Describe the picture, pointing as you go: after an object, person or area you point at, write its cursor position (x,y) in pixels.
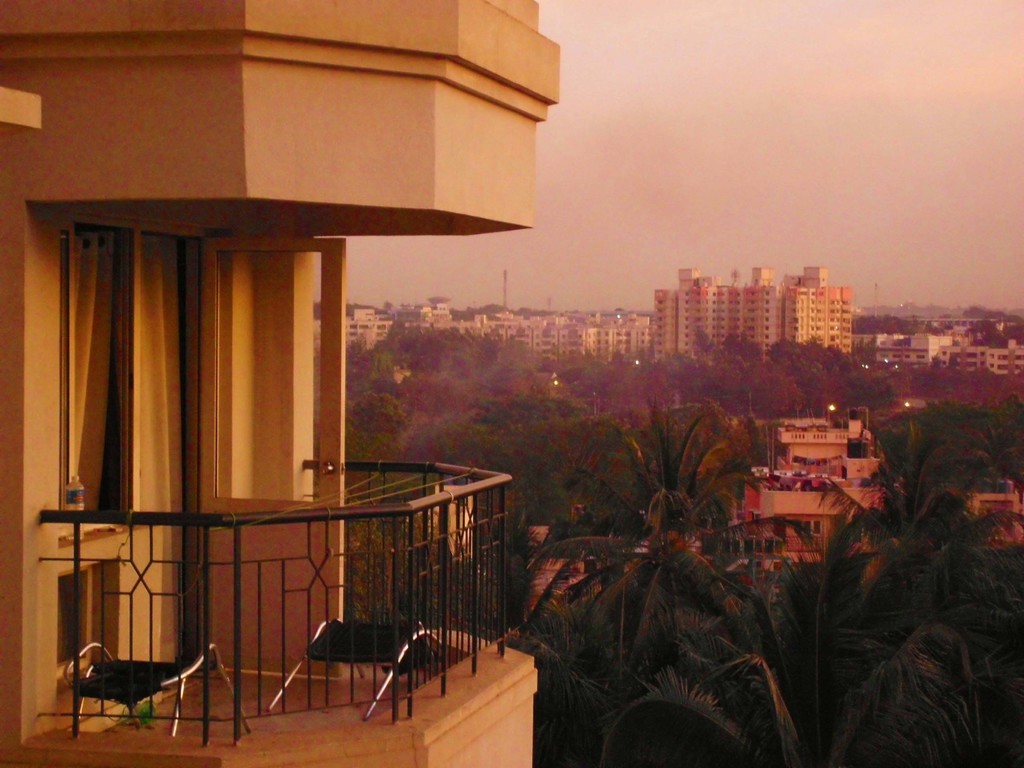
There is a balcony (291,527) of a building (254,553) in the left corner (209,566) and there are few trees (738,409) and buildings (753,312) in the background (747,309).
